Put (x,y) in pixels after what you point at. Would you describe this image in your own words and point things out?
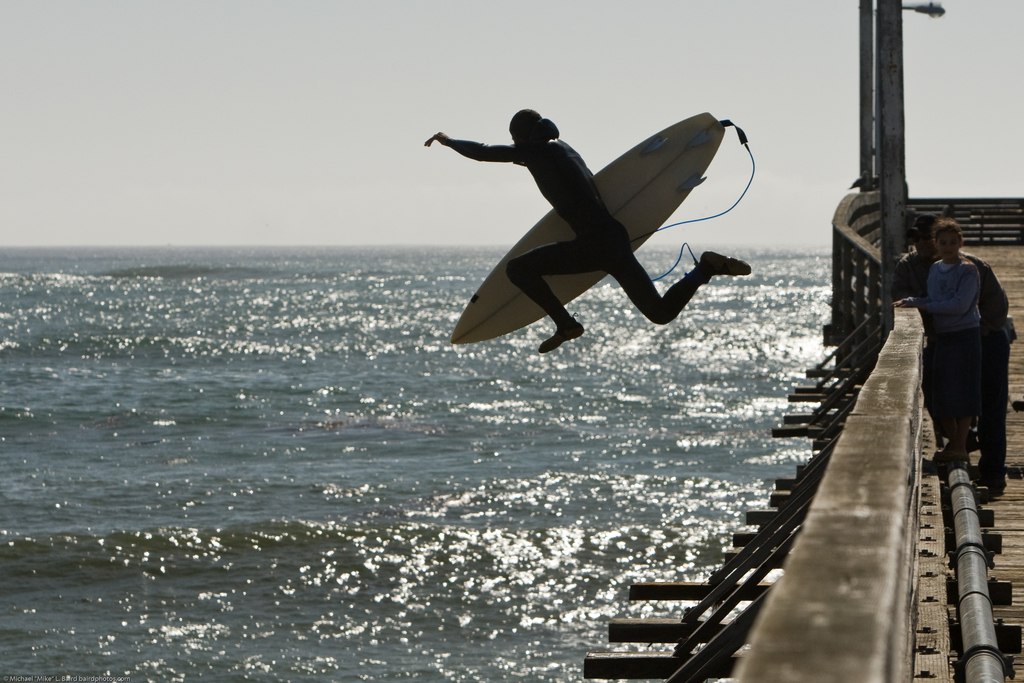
In this picture we can see a person (631,284) is jumping into the water (575,351) and the person (572,156) is holding a surfboard (518,299), on the right side of the image (865,317) we can find few more people (914,307), metal rods (987,555) and poles (891,109).
